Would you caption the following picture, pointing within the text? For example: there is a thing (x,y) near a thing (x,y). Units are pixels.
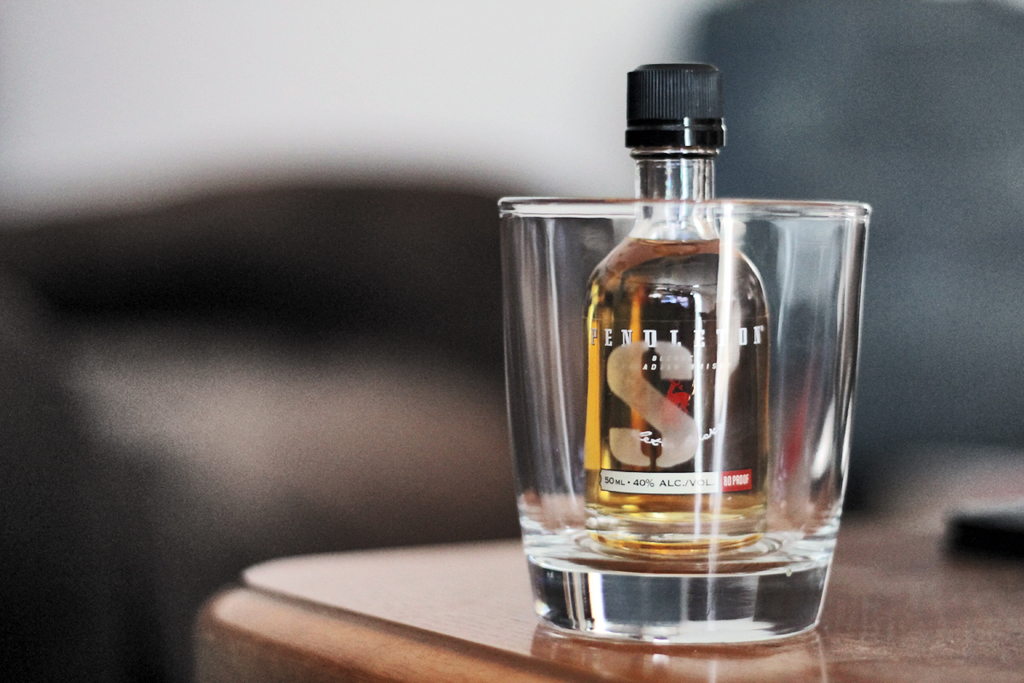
In this image we can see a bottle (702,356) in the glass (571,485). The glass (551,540) is on the table (310,626).
